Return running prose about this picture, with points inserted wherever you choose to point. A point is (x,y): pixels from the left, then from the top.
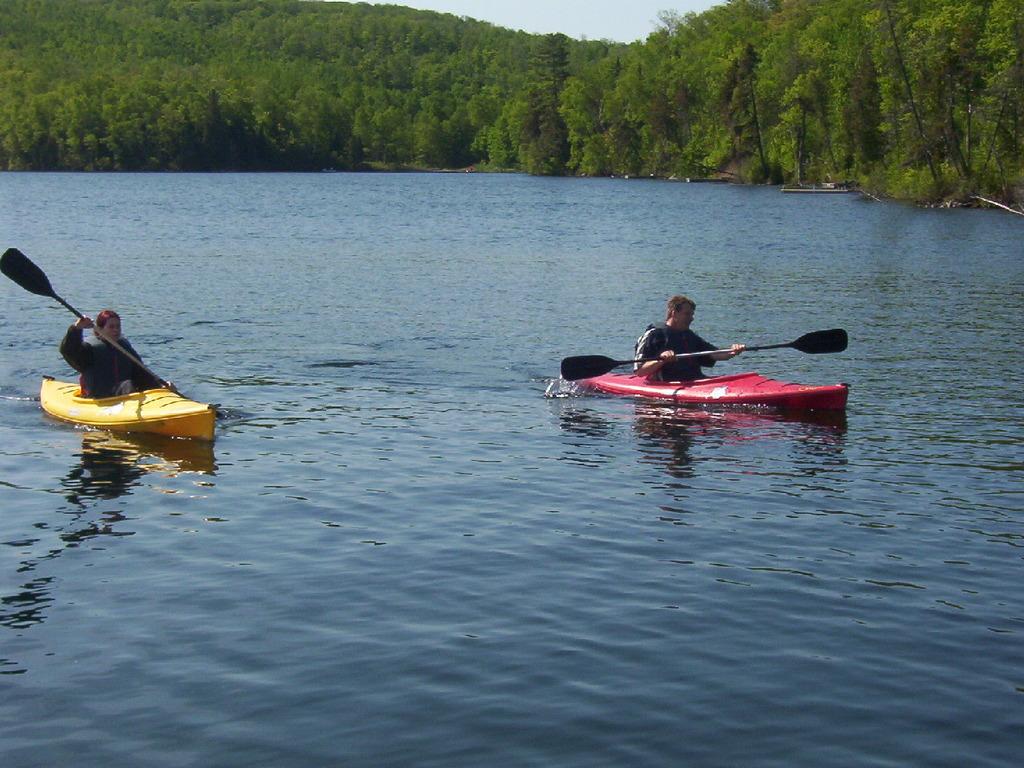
In this image we can see the boats (726,389) on the water (431,518). And there are two persons (99,358) sitting on the boat (185,420) and holding paddles (826,341). And at the back (655,115) there are trees (532,90) and the sky (554,15).
